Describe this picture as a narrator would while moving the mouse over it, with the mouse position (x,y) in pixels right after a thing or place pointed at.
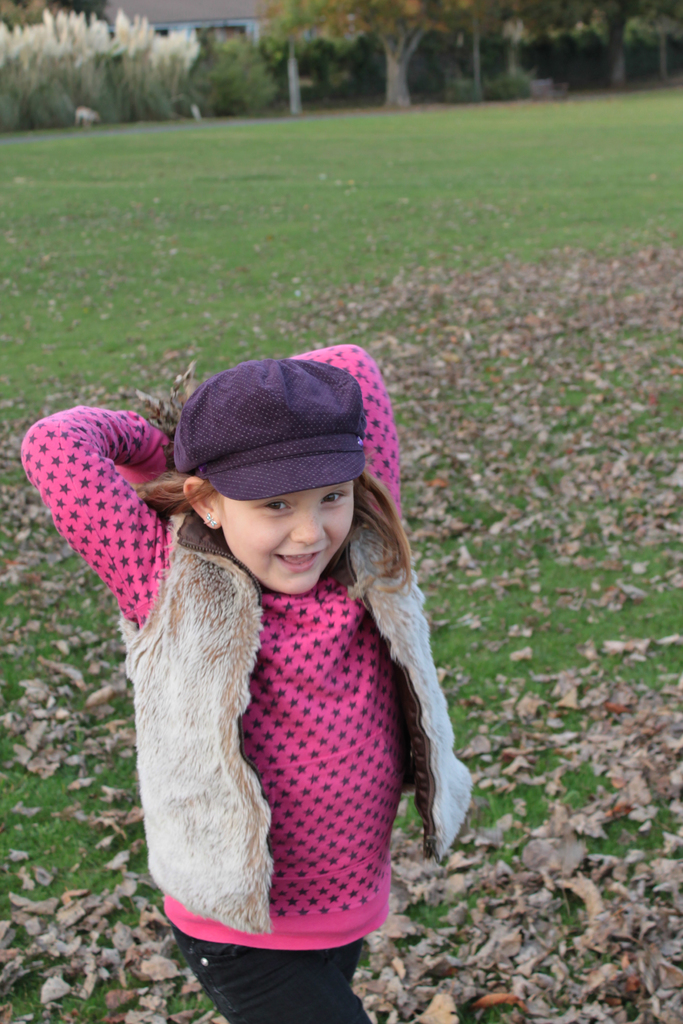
In this picture there is a small girl (267,603) in the center of the image (260,622), she is wearing a cap (264,441) and there is grassland (242,243) and dry leaves (444,447) on the floor (412,459) and there are trees (275,41) and a house (230,32) at the top side of the image (253,45).
